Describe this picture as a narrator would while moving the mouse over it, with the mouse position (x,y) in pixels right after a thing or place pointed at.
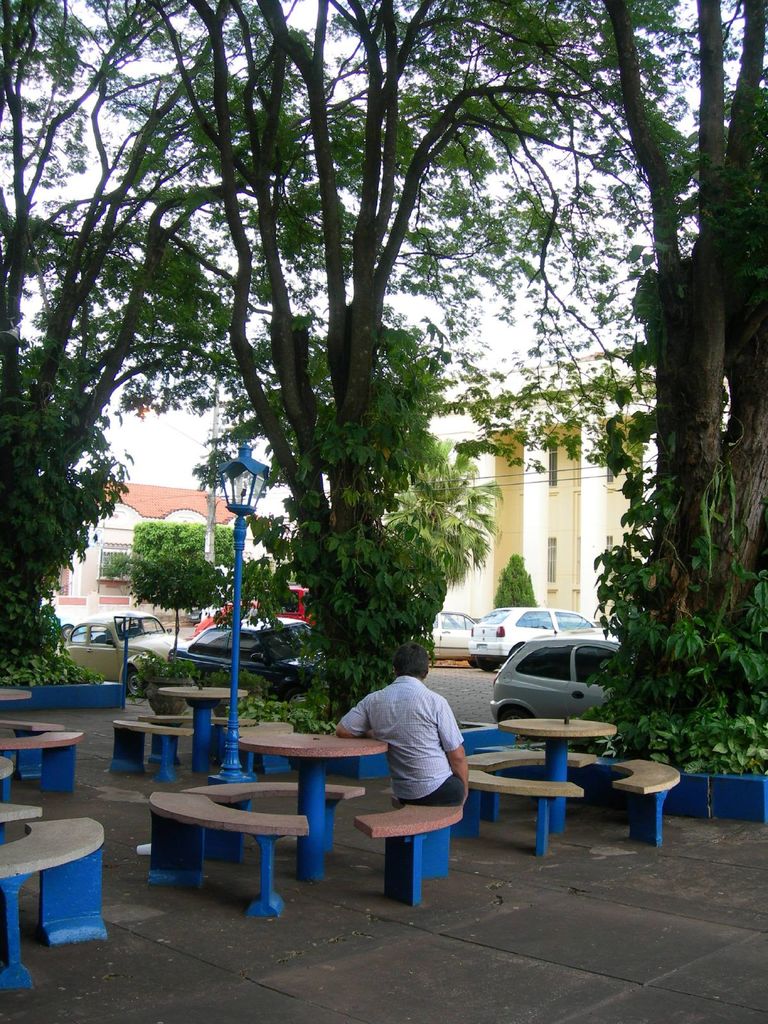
In this image man (405,746) is sitting on the bench (422,823) in the middle (412,670) surrounded by the trees (442,558). In the background (154,519) there is the building (174,505) with the red colour top (159,505), and three cars (529,651) at the right side (534,653) and three cars (206,643) at the left side (167,634).
